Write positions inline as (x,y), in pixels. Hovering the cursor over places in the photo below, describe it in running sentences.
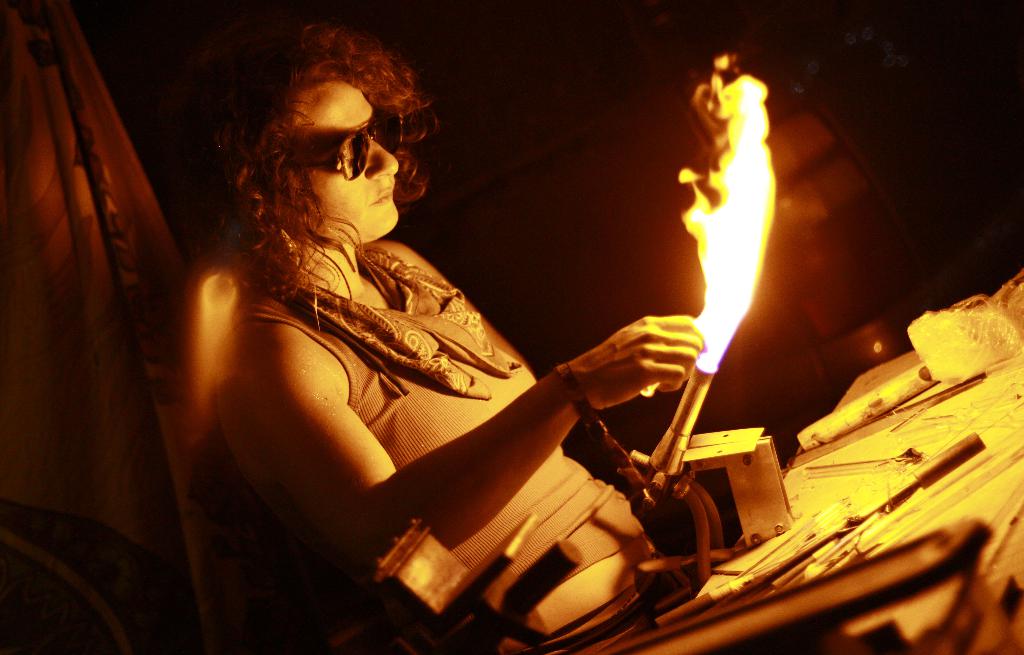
In the image there is a person (412,324) with goggles (370,138) and also there is a cloth (401,293) around the neck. The person (386,280) is holding a pipe (684,451) with flame (738,167). And in front of that person (555,442) there are few tools (948,456) on the table (925,427). There is a dark background (537,167). On the left corner of the image (64,149) there is a cloth (68,264).
